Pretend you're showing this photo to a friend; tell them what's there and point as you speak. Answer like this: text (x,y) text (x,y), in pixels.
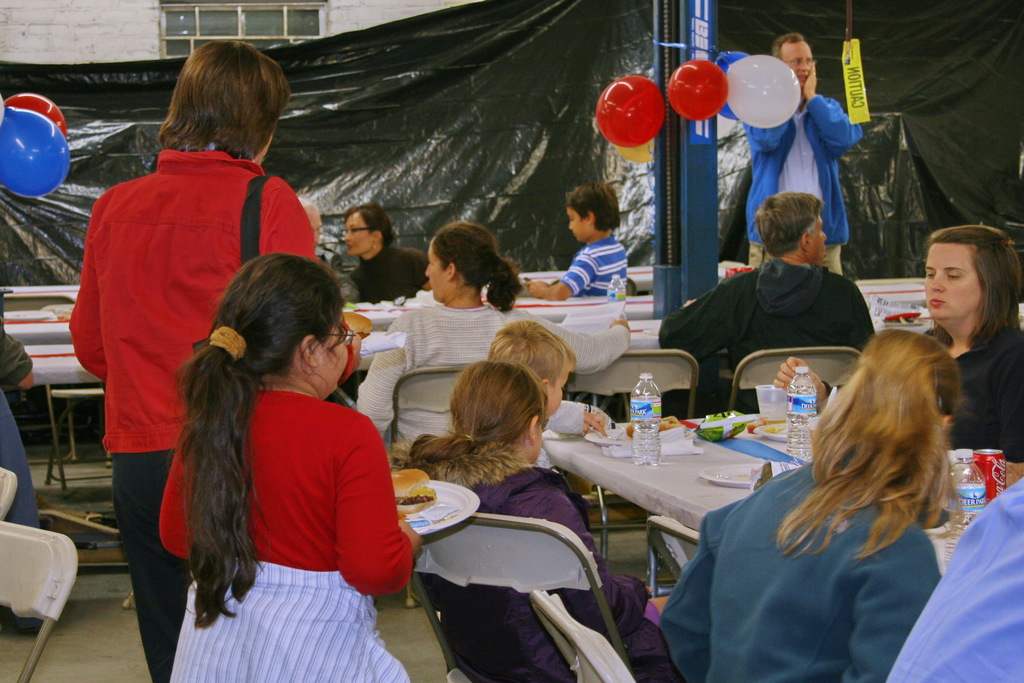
In this picture we can see a group of people (823,295) some are sitting on chair (680,365) and some are walking carrying plates (459,487) in their hands (411,529) with some food (423,508) in it and in front of them there is table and on table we can see tin (987,470), bottles (963,458), packets (718,425), papers (665,434), glass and in background (444,115) we can see black color sheet (444,115), window (212,14), wall (165,0), balloons (690,100), tag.
